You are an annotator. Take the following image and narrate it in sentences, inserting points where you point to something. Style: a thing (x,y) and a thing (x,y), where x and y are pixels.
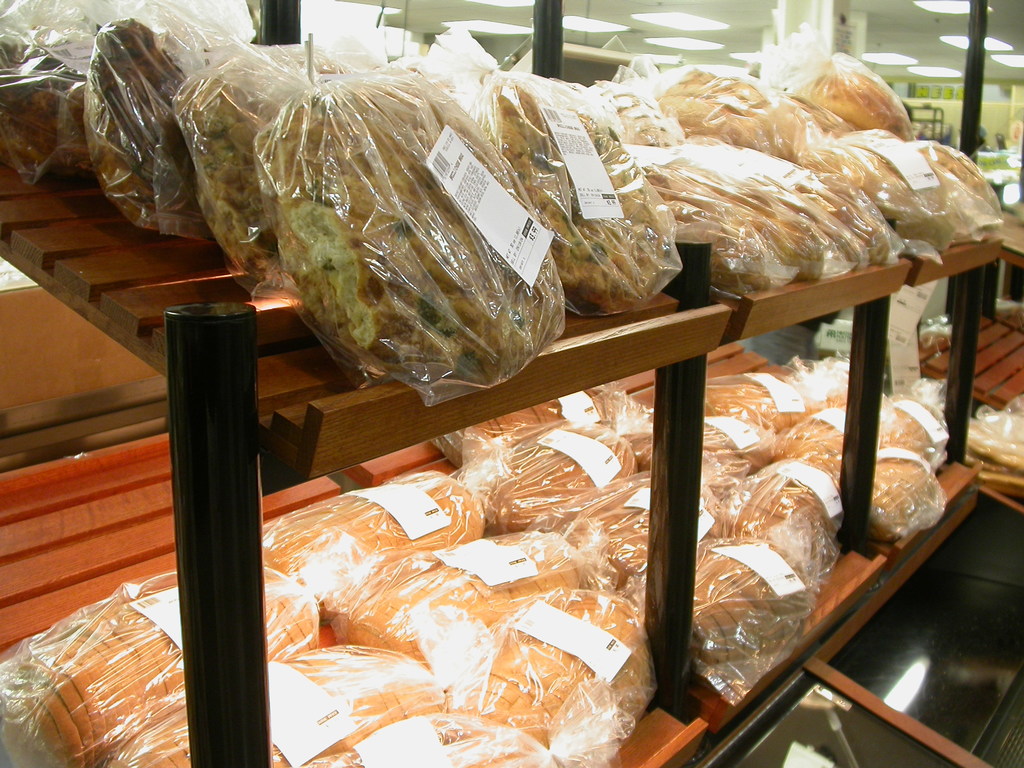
In this picture I can see a rack (355,477) with food items (466,322) packed in covers (453,260) and there are stickers (533,618) on it, and in the background (1012,163) there are lights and some other objects (1012,163).
